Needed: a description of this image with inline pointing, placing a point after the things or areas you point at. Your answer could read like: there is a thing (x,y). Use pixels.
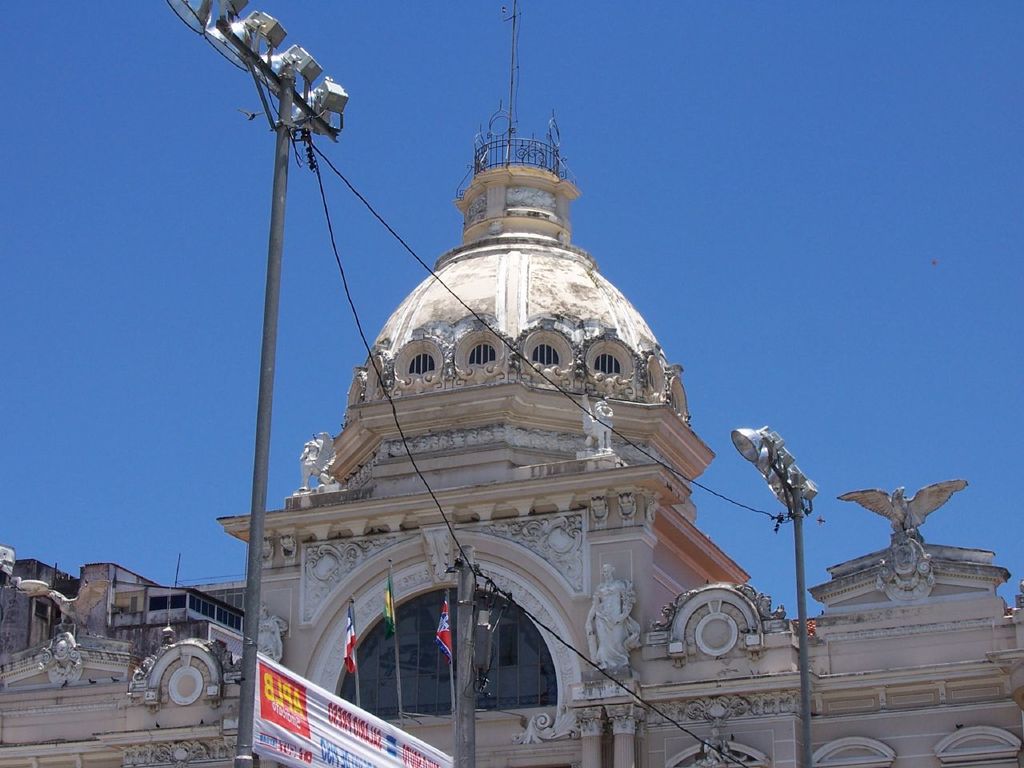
In this image I can see few light poles (467,669) and the banner (345,710) attached to the pole (457,692), the banner (343,732) is in white color. Background (388,606) I can see few flags (443,641) in red, blue, yellow and cream color, the building (452,486) in white color and the sky (813,206) is in blue color.
